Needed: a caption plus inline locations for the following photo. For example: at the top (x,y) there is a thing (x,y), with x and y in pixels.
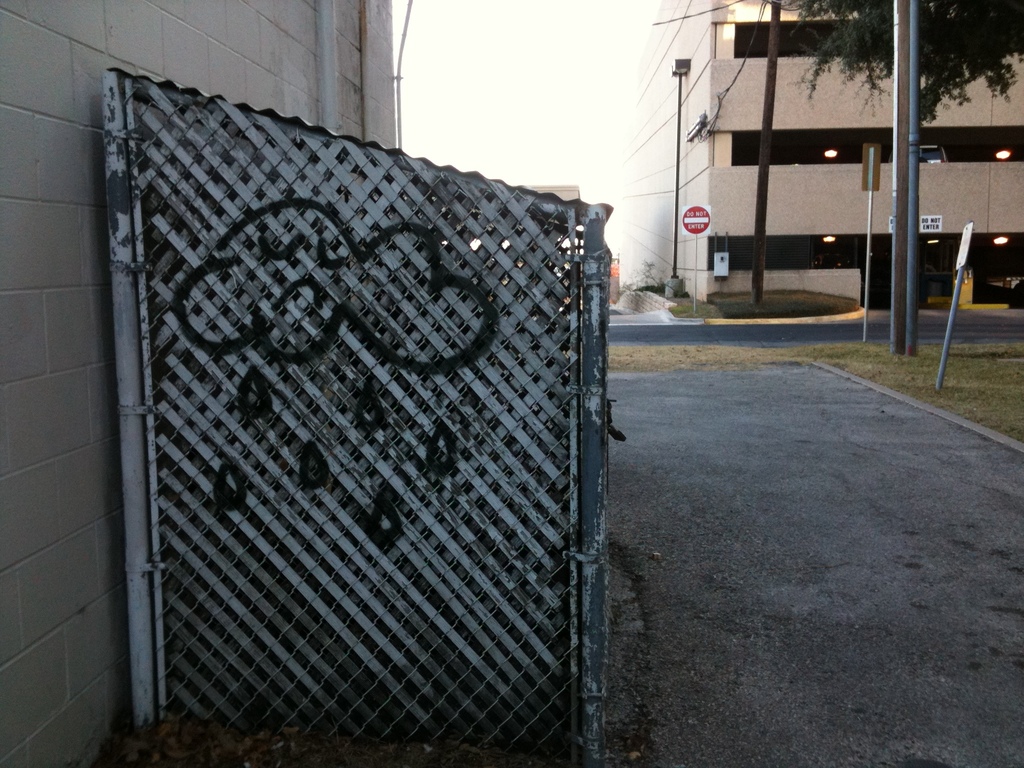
In the foreground (433,329), I can see a shed (490,520), grass (837,360) and buildings (641,278). In the background (759,300), I can see sign boards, light poles (899,227), tree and the sky (518,90). This image taken, maybe on the road (806,533).
